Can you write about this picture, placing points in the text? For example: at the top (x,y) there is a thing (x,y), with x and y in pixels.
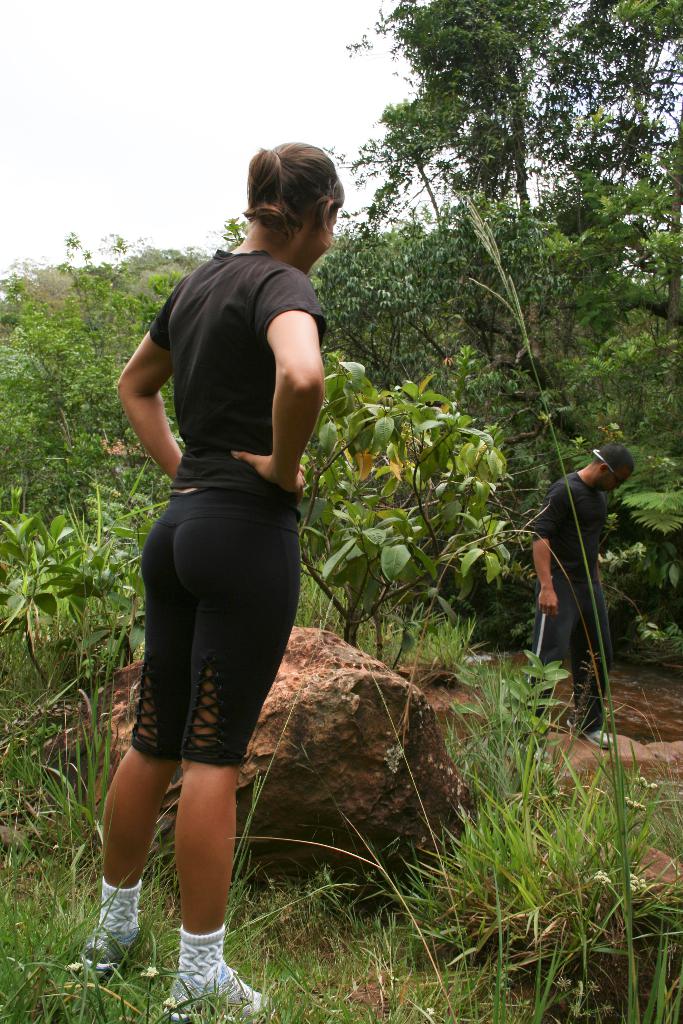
In this image I can see a person (188,435) wearing black colored dress (197,523) and white shoe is standing on the grass (278,1004) and another person (552,635) wearing black color dress (573,611) is standing on the rock (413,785) which is brown in color. I can see few trees (391,520) which are green in color and in the background (150,98) I can see the sky (74,142).
